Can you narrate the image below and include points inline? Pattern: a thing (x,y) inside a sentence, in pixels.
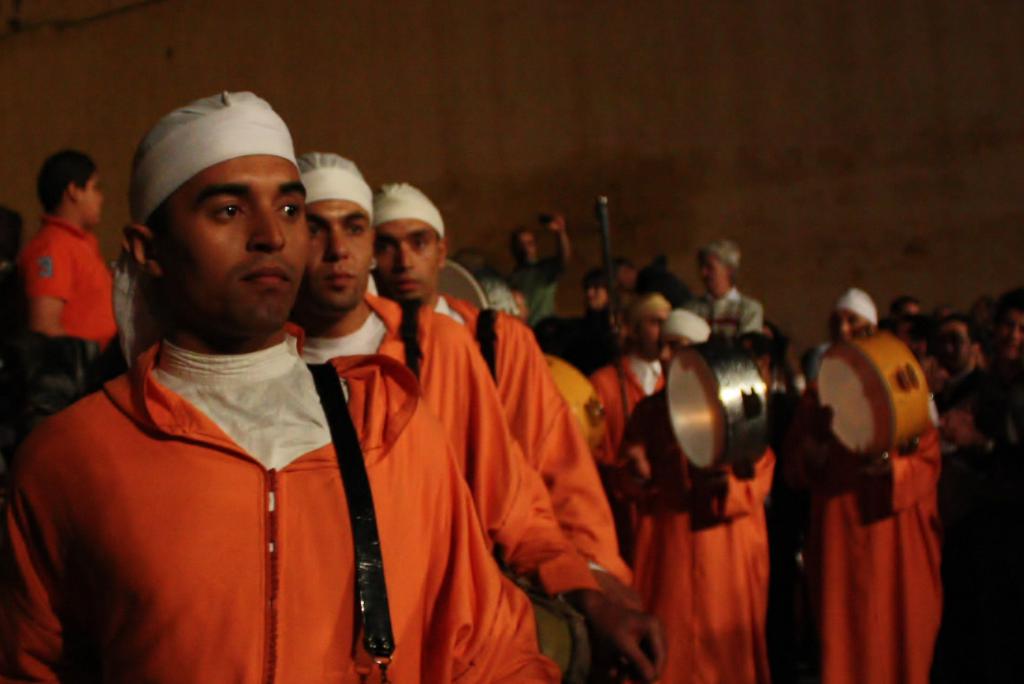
In the center of the image (373,416) we can see person (470,423) standing and holding musical instruments (732,426). In the background (391,170) there is wall (20,197).
